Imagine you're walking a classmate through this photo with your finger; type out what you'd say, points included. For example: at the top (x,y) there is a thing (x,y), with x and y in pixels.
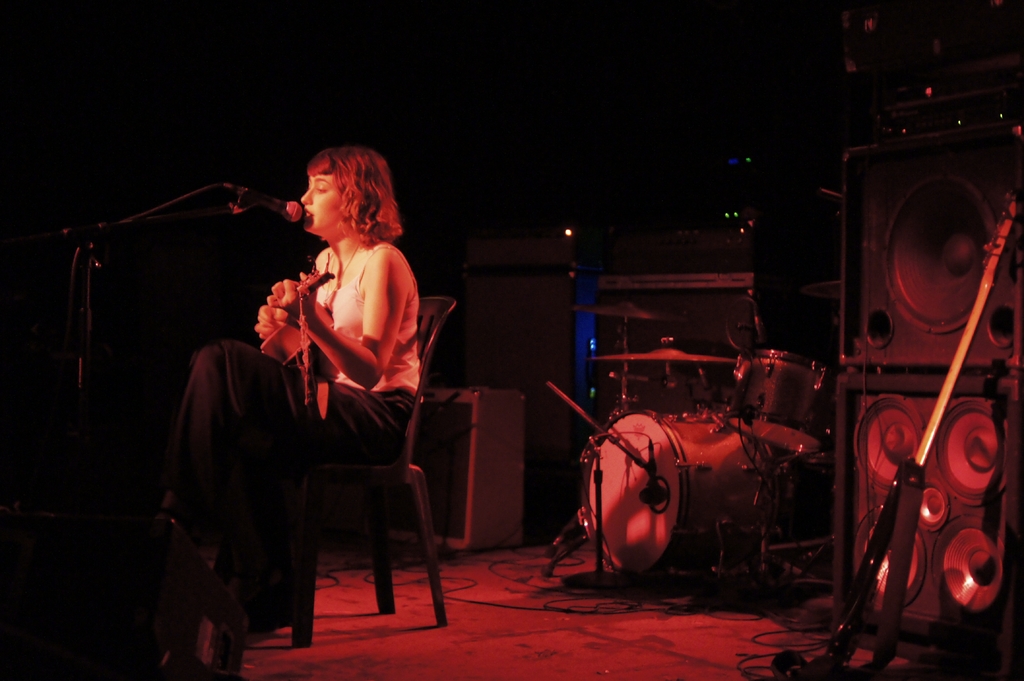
On the left side of the image (267,443) we can see a lady (266,508) is sitting on a chair (379,474) and playing a guitar (284,358) and singing, in-front of her we can see a mic (258,206) with stand (87,260). In the background of the image (742,268) we can see the musical instruments (774,397), speakers (925,375), stand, mic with stand (599,441), cables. At the bottom of the image (570,593) we can see the floor (682,631). At the top (574,61), the image is dark.
